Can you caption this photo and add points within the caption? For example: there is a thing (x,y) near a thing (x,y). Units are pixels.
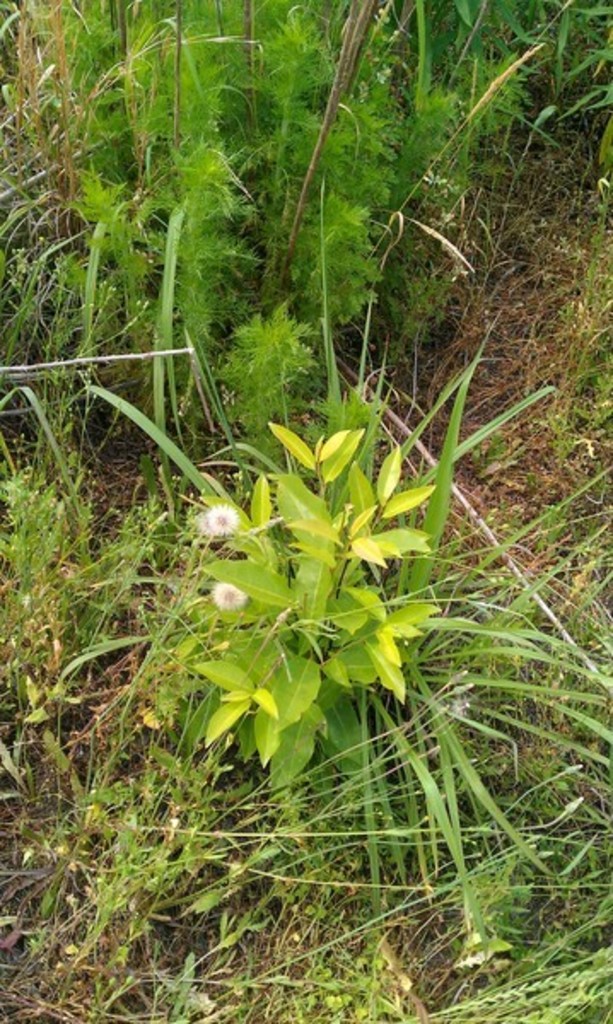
In this image there are plants (224,420) and we can see flowers (225,527). At the bottom (364,789) there is grass (443,780).
